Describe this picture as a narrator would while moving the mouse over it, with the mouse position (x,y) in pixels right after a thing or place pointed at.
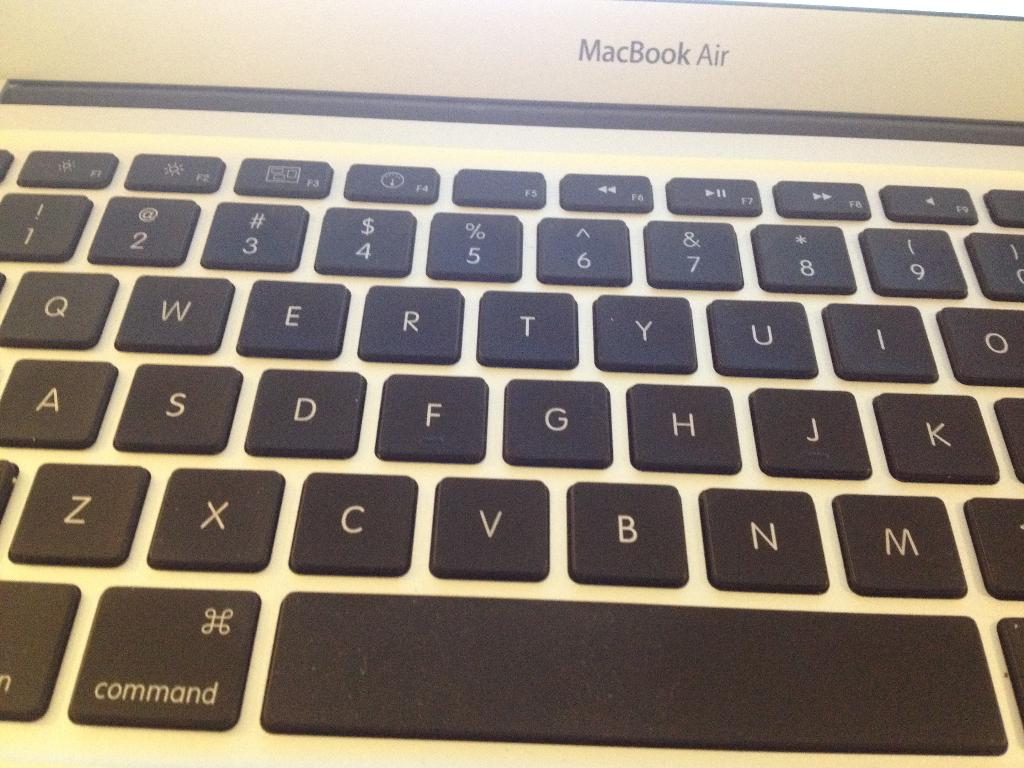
A picture of a keyboard (76,506). Here we can see alphabets (745,563) and number buttons (287,243).
